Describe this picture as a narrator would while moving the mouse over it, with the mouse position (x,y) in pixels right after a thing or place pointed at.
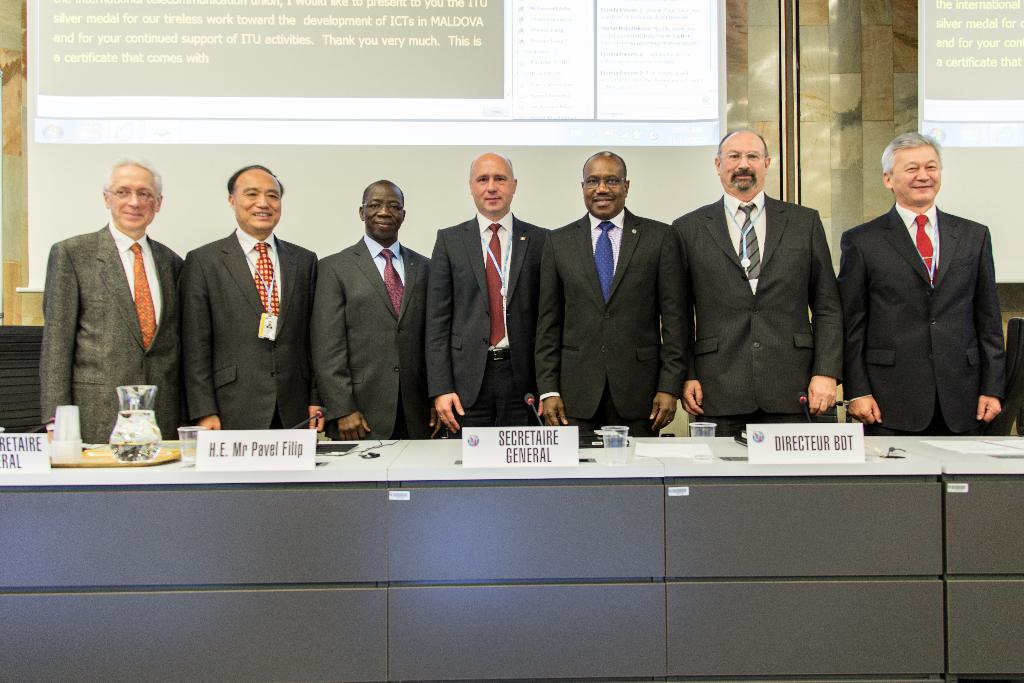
A group of officials (375,307) are standing in front of a table (748,534) and they are posing for the photo, on the table (680,575) there are name plates (283,463) of the officers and water glasses (194,443) and some other items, behind the people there is a projector screen (437,74) and something is being projected on the screen (422,86).
